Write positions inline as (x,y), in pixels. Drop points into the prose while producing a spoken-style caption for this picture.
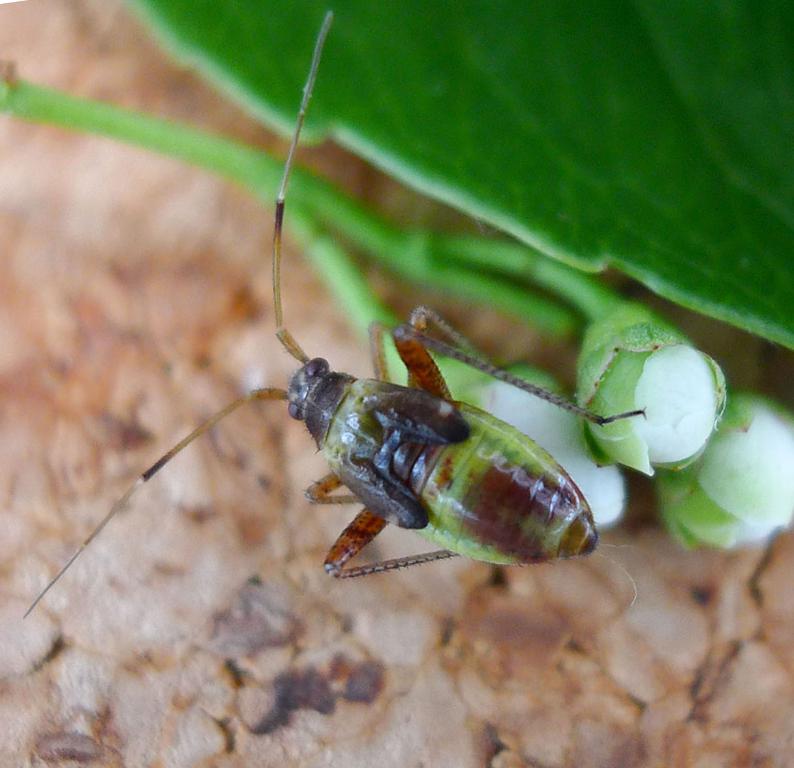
In this picture we can see an insect (409,485) on the surface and behind the insect (362,424) there is a leaf (444,81), buds (661,417) and an object (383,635).
